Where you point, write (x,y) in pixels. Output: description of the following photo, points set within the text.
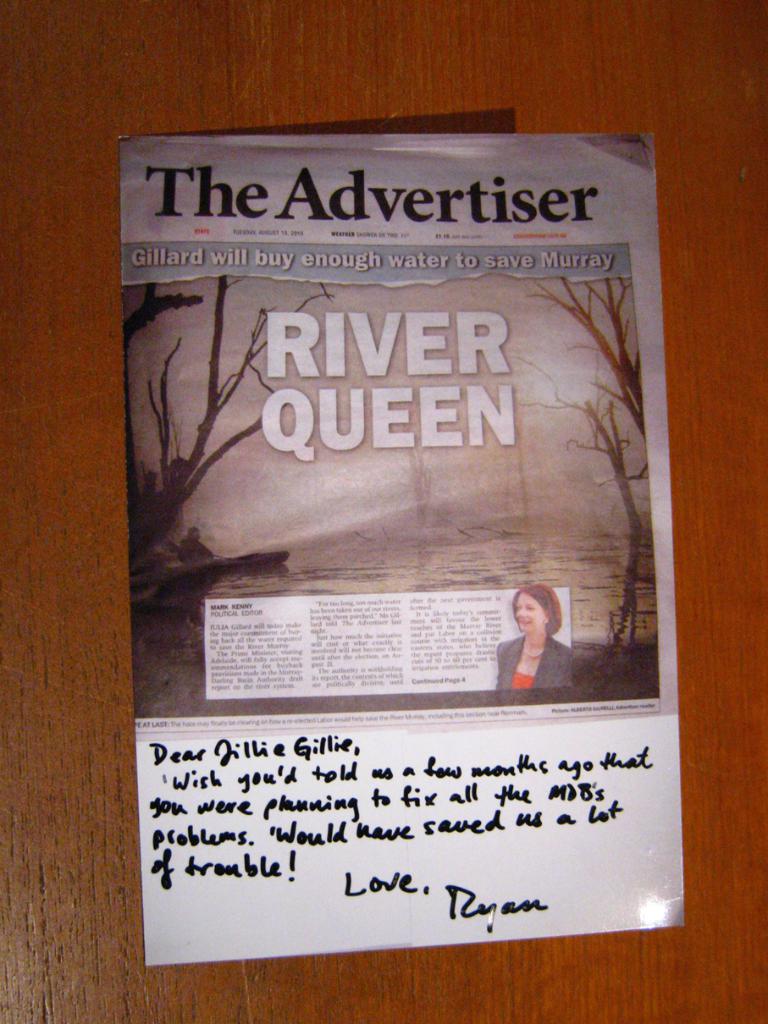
In this image we can see a poster (322,815) pasted on the wooden surface (31,500). In the poster (308,625) we can see trees (623,348) and there is text (498,823). There is a picture (536,670) of a lady (547,670) printed on the poster (522,730).
